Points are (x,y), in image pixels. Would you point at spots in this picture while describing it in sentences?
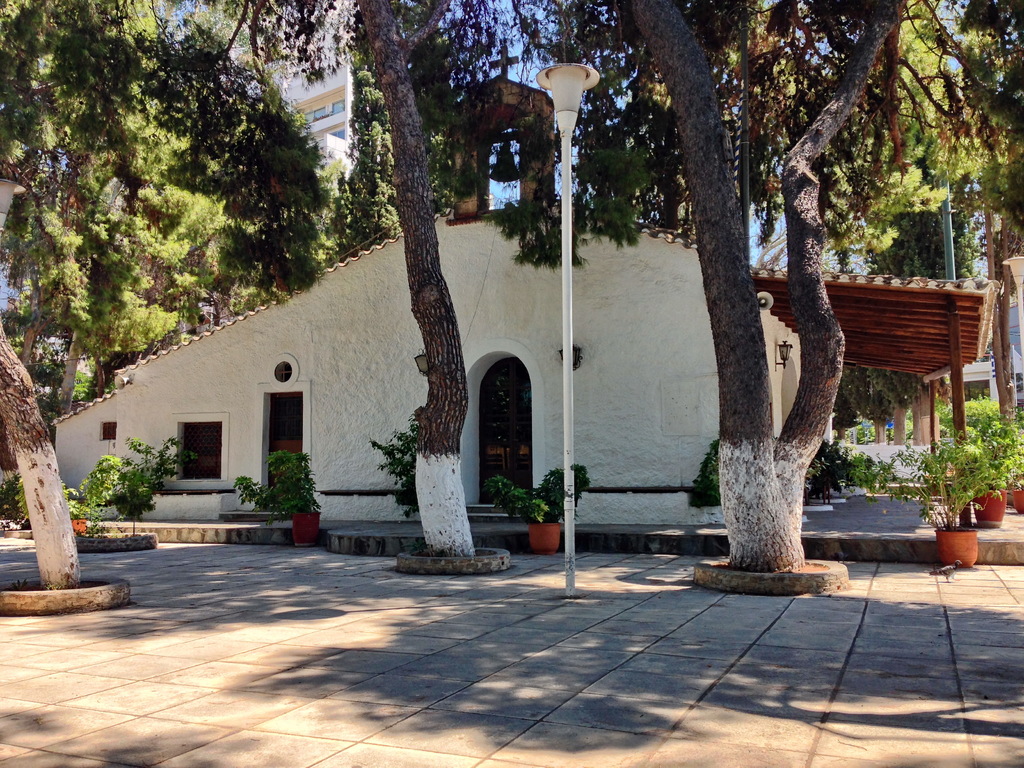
This image consists of a house (616,355) in white color. At the bottom (417,714), there is a ground (412,655). In the background (161,210), there are many trees (400,15). To the right (972,498), there are plants (1021,460).
